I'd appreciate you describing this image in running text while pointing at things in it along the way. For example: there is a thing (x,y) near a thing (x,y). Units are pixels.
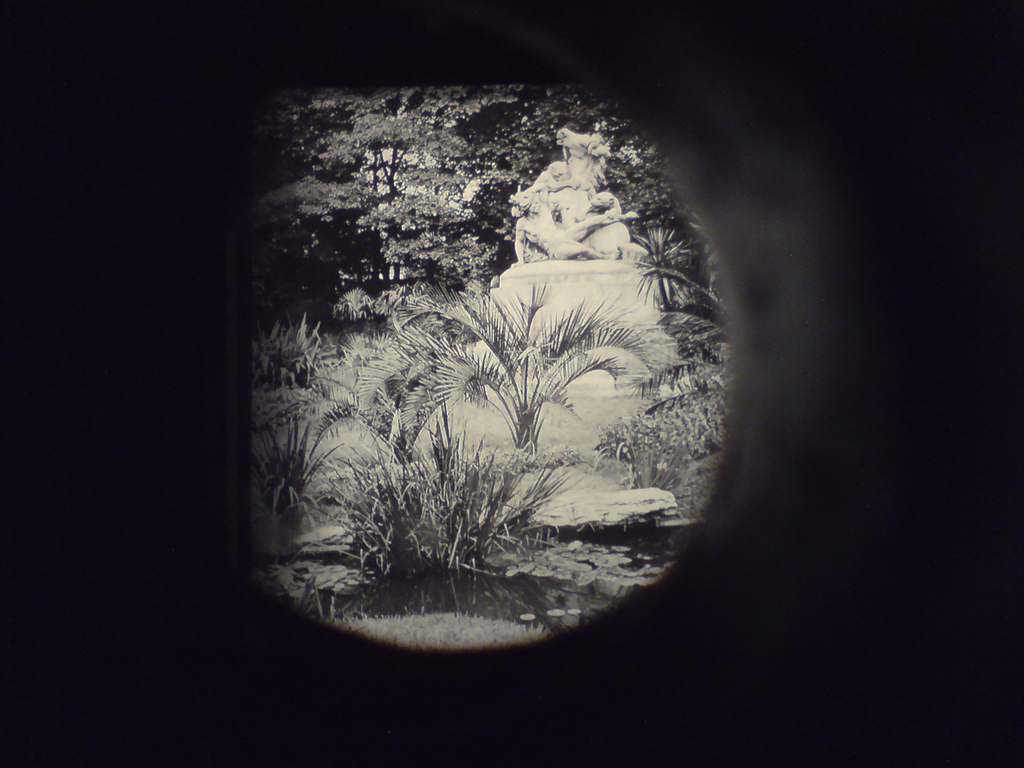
This image is taken indoors. In the middle of the image (450,431) there is a window (700,282), through the window (494,311) we can see there are many trees (370,217) and plants (489,638) on the ground (559,420) and there is a sculpture (578,221).
